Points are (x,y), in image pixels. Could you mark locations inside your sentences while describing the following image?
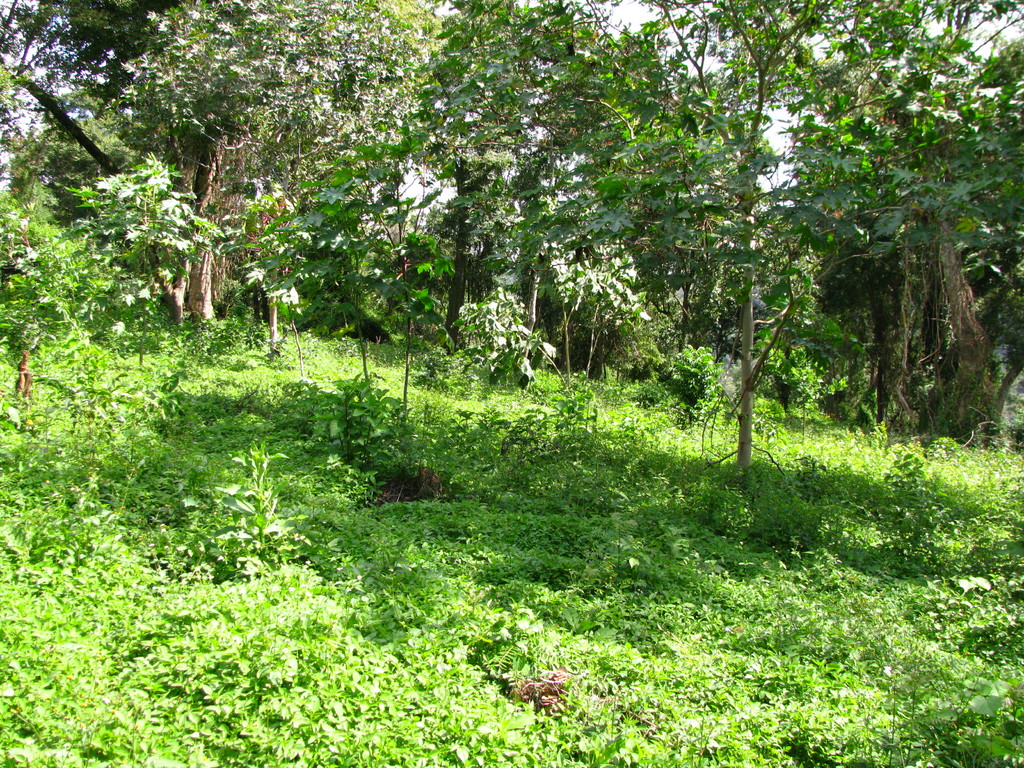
In this image there are trees (464,221), there are trees (975,191) truncated towards the right of the image (967,162), there is the sky (651,20), there are trees (49,79) truncated towards the left of the image (54,173), there are plants (510,480), there are plants (953,598) truncated towards the right of the image (976,623), there are plants (14,647) truncated towards the left of the image (96,509).
